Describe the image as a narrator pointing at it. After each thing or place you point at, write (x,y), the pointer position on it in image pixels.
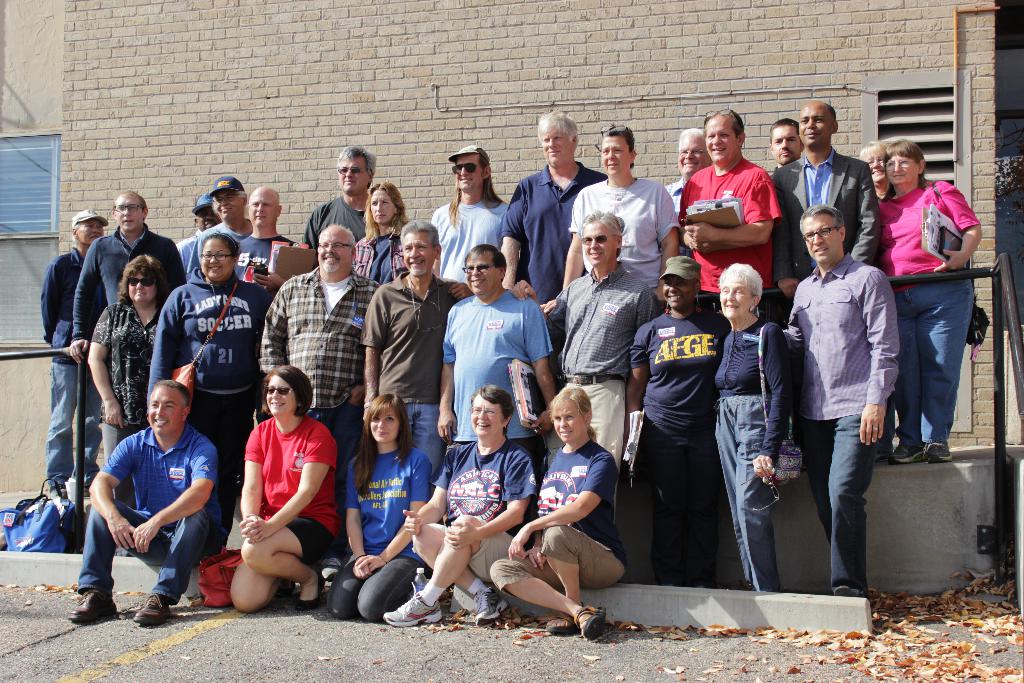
In this image we can see some persons (547,328), papers (522,381) and other objects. In the background of the image (258,80) there is a wall (344,92), glass window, pipes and other objects (886,139). At the bottom of the image (517,655) there is the floor (645,638).
